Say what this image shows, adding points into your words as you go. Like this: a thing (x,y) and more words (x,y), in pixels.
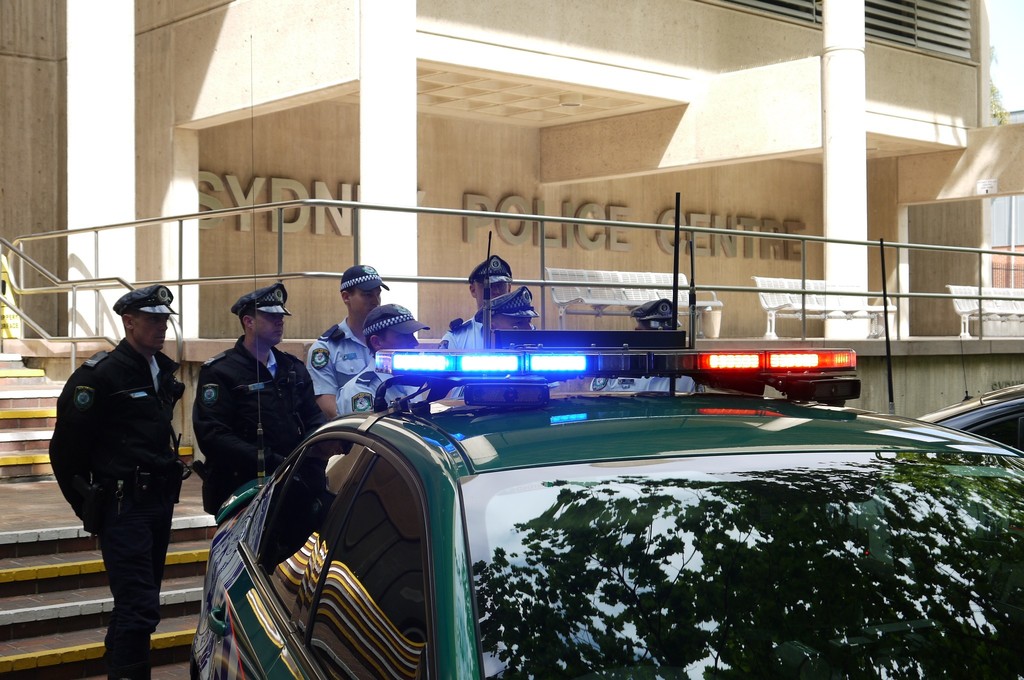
In this picture we can see a vehicle (515,615) parked on the path (175,673) and behind the vehicle (434,494) there are some people (207,442) are standing. Behind the people (276,397) there are steps (36,537), steel fence (41,287), benches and a building (605,260).
